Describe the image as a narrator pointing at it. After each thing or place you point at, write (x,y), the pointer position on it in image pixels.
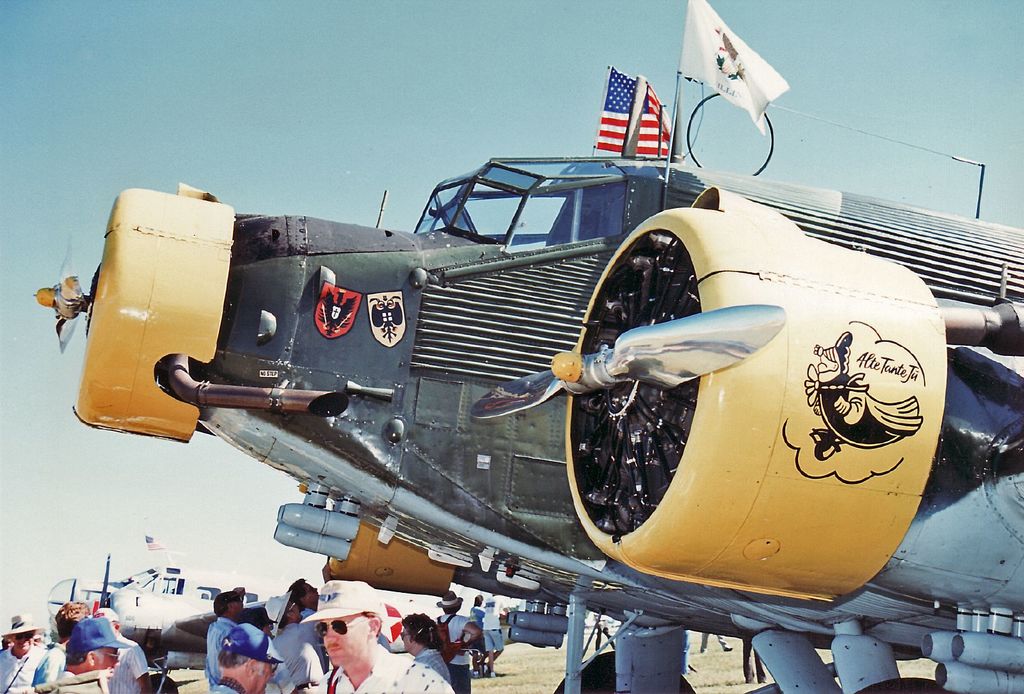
In the picture we can see a air craft (534,611) which is black in color and top of it we can see two flags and under the air craft (841,515) we can see some people (369,625) are standing and some are wearing caps (95,645) and beside them we can see other aircraft (70,598) and behind it we can see sky (170,98).
